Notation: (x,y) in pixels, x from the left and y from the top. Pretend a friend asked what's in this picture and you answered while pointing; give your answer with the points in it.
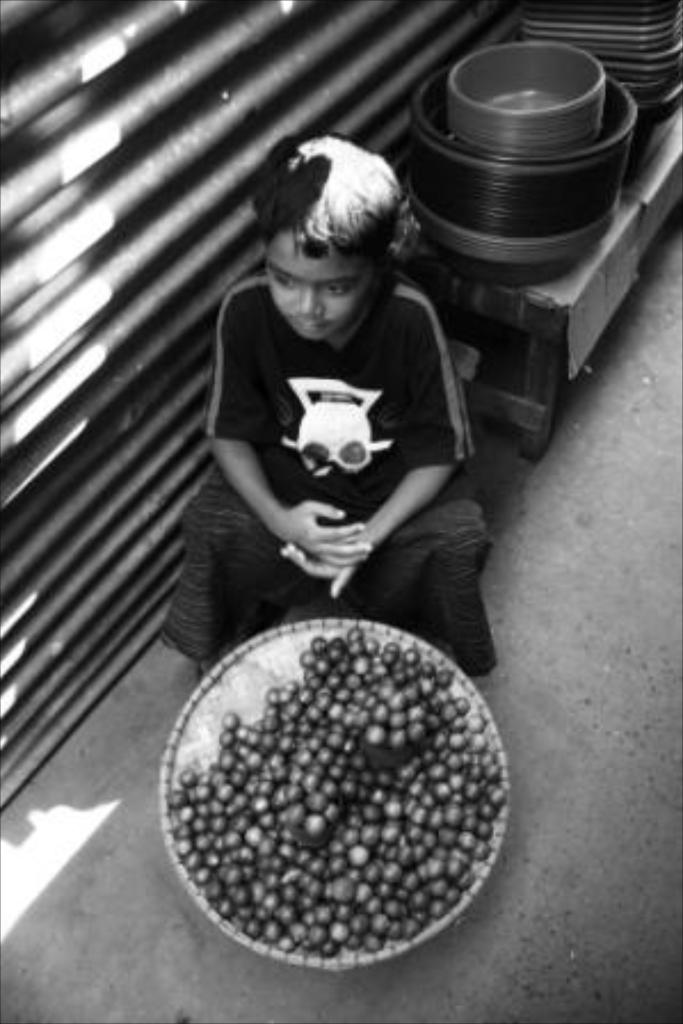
In this picture we can see a kid (366,417) is sitting, there is a basket (275,627) in front of the kid (289,609), we can see some fruits (326,837) in the basket (248,658), in the background (556,200) there are some bowls (564,50), on the left side (104,452) we can see a shutter (104,452), it is a black and white image.
